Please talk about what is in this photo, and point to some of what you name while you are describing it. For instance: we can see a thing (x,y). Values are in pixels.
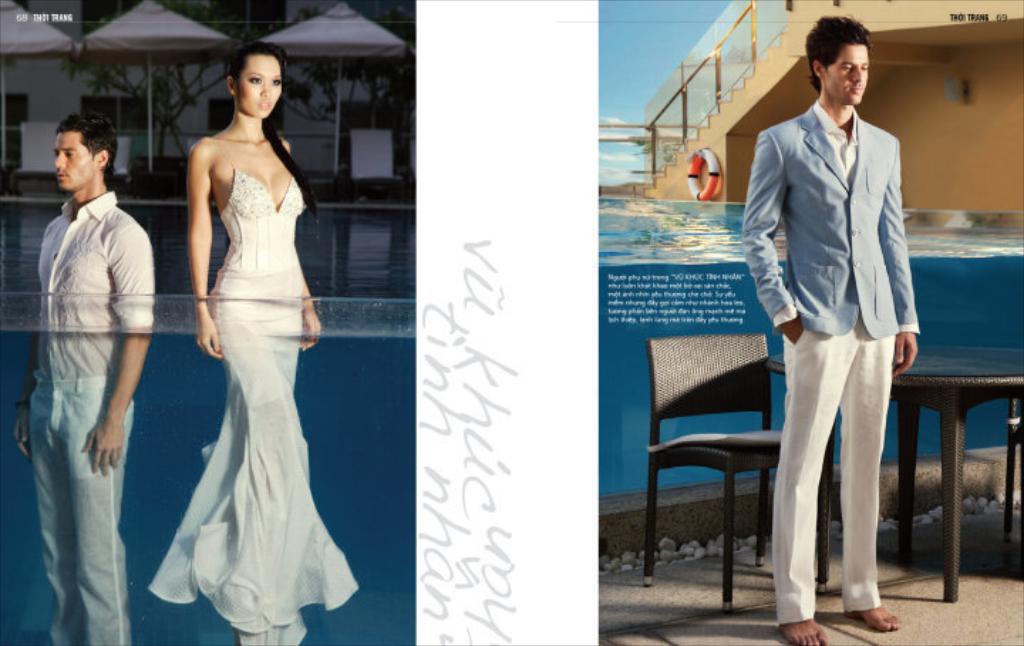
In this image I can see three persons (45,275) standing. There is a table (956,382) and chair (743,405). The person (833,276) is wearing a blue blazer (829,241) and a white pant (808,390). At the back side (699,240) I can see a water (694,237), tube (708,182) and a stairs (687,188) and on the left side (311,36) I can see a tent (326,23) and a trees (382,72). There is a building (211,103). The woman (281,282) is wearing a white frock (285,502).
